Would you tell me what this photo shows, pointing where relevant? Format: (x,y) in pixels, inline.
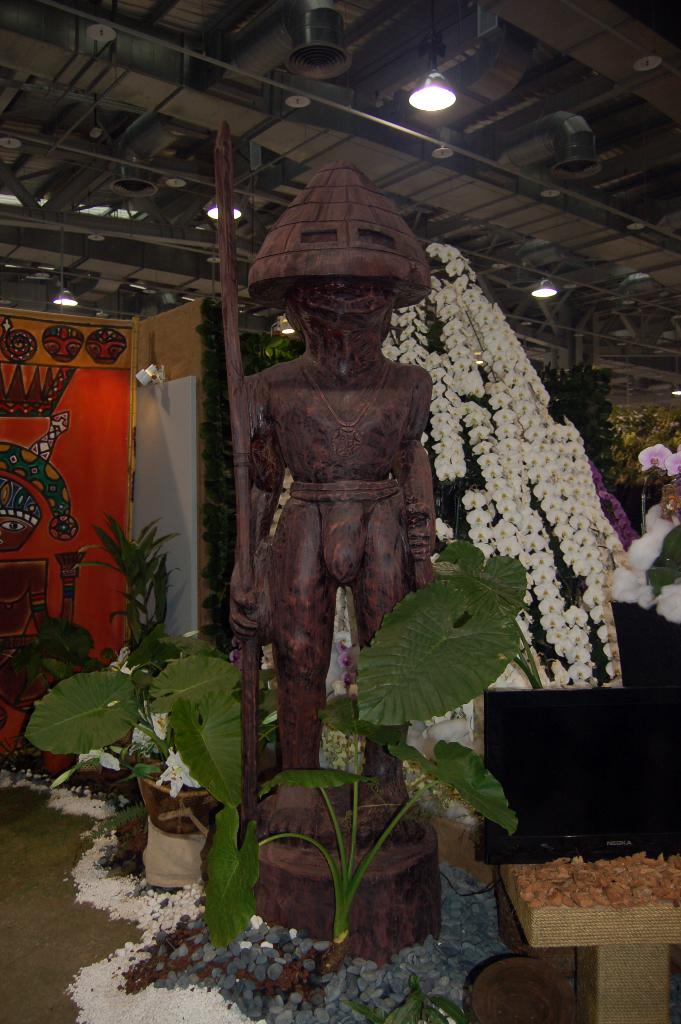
In the foreground of the picture (318,959) there are stones (164,949), plants (159,697), sculpture (329,541) and other objects (546,886). In the background (92,396) there are curtains (130,355), flowers (669,458), plants (594,396). On the top (250,109) there are lights (438,73) to the ceiling (355,132).
